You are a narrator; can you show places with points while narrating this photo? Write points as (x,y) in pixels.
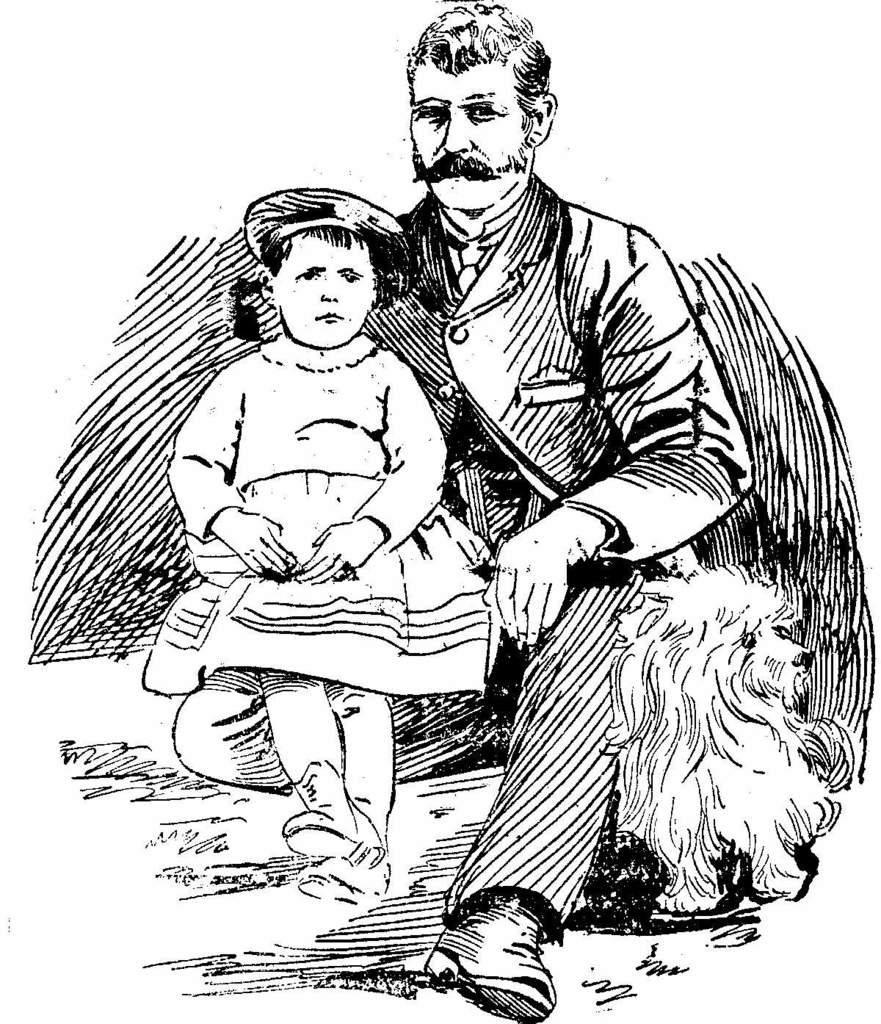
In this image I can see depiction of a man (421,208) and of a girl (372,405). I can see this image is black and white in colour. Here I can see depiction of an animal (734,888).
